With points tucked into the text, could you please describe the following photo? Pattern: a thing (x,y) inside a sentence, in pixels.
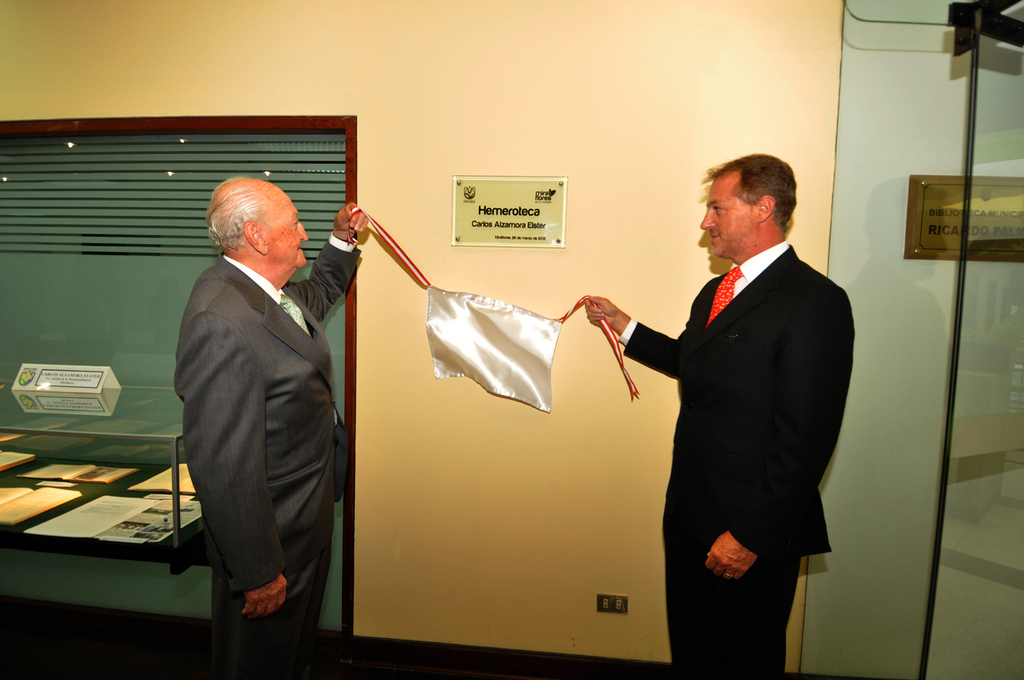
On the left side of the image (51,458) we can see some books (122,529) and a glass window (107,240). In the middle of the image (657,336) we can see two persons (787,511) are standing and holding a cloth (460,359) in their hands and a glass board (506,179) is there on which some text (505,227) is written. On the right side of the image (1020,403) we can see a glass door (1003,202) and a board (948,238) on which some text (927,224) is written.
